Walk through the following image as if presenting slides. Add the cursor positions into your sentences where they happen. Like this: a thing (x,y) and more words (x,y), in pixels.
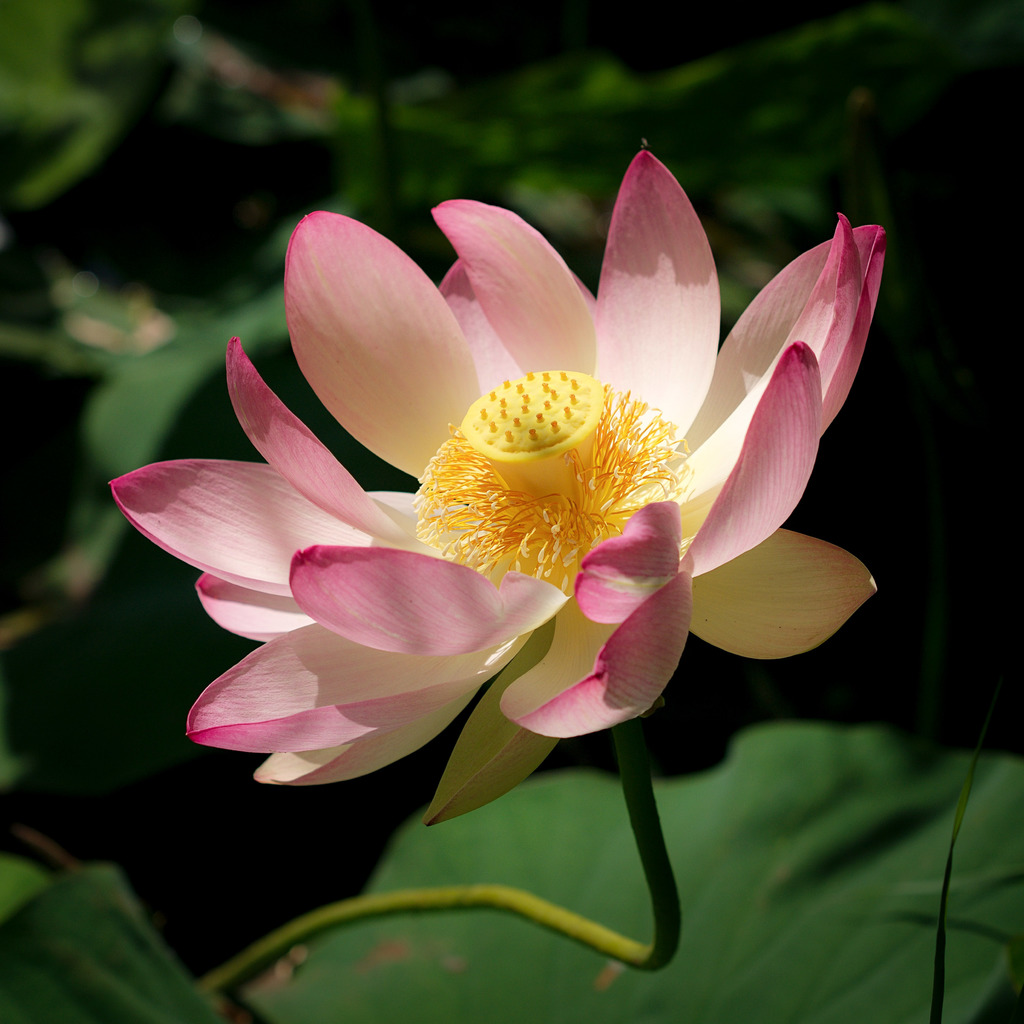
In this picture there is a pink color flower (339,361) on the plant (721,921). At the back (737,915) there are plants (486,190).
